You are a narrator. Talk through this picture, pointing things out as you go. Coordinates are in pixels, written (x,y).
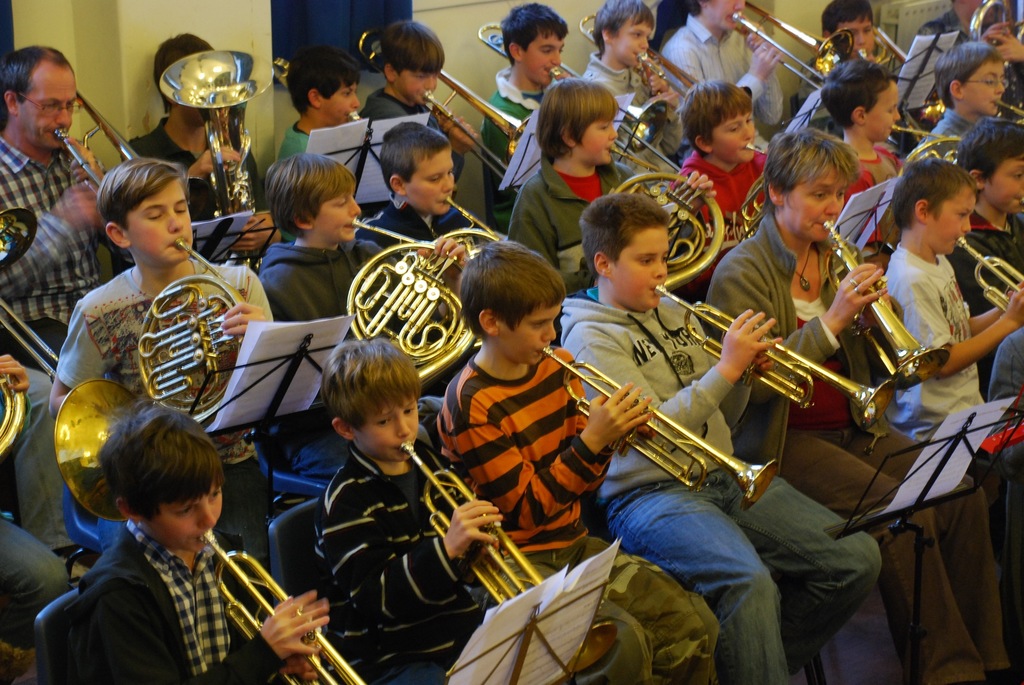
In this image there are many people (506,111) sitting in chairs (42,663) are playing trumpet (594,366) and horn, in front of them on the stand (847,523), there is musical notes (540,610) on the paper (368,188).
